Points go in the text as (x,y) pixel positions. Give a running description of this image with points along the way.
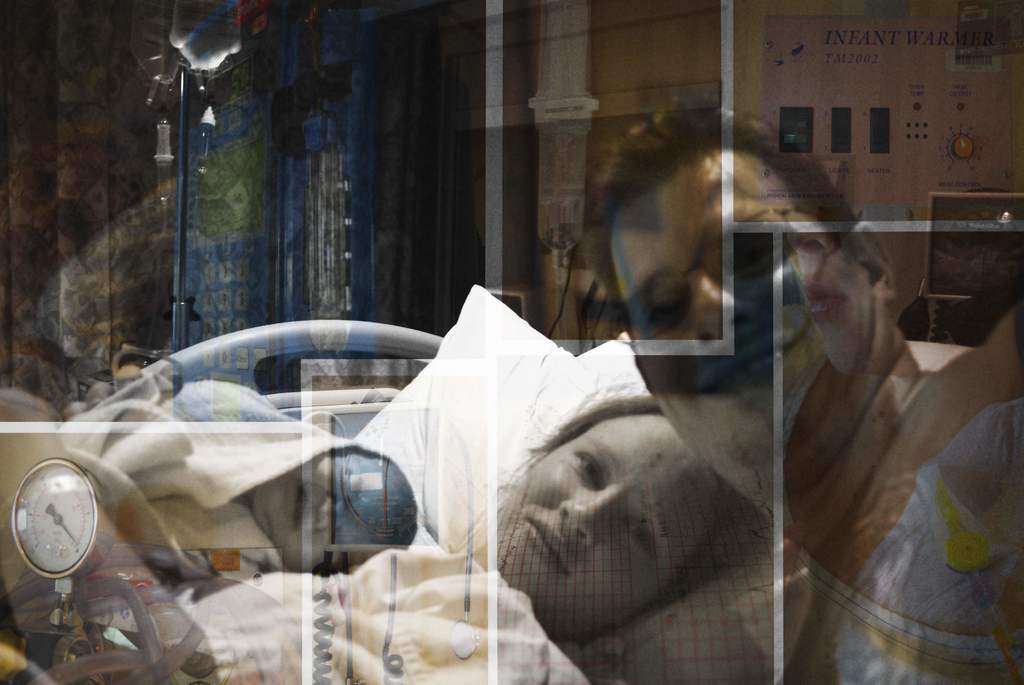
In the image there is a woman (555,634) lying on bed (559,415) inside a glass window (661,497) with a baby (250,501) beside her and on the right side (936,423) there is a reflection (693,321) of a man (865,459), on left side (63,598) there is a oxygen cylinder (71,575) in the front (78,632) and back side it seems to be a building (464,126).
